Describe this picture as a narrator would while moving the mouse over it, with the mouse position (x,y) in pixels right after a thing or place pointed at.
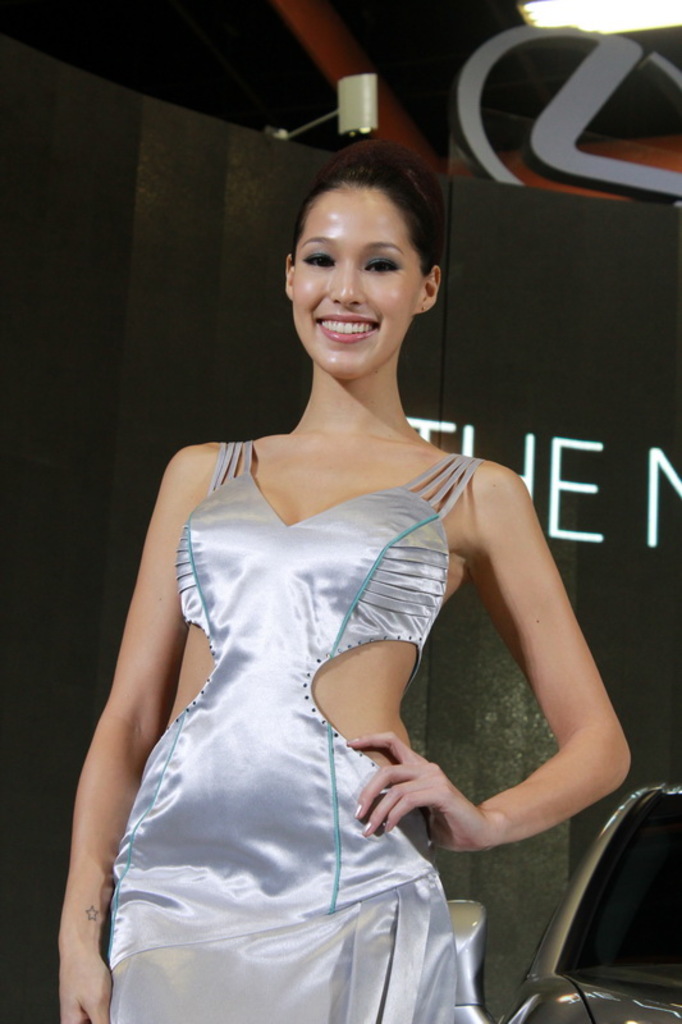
In this image in the front (307,768) there is a woman (278,793) standing and smiling. In the background (239,319) there is a black colour sheet (563,337) and on the sheet (576,353) there is some text (653,475) written on it.
